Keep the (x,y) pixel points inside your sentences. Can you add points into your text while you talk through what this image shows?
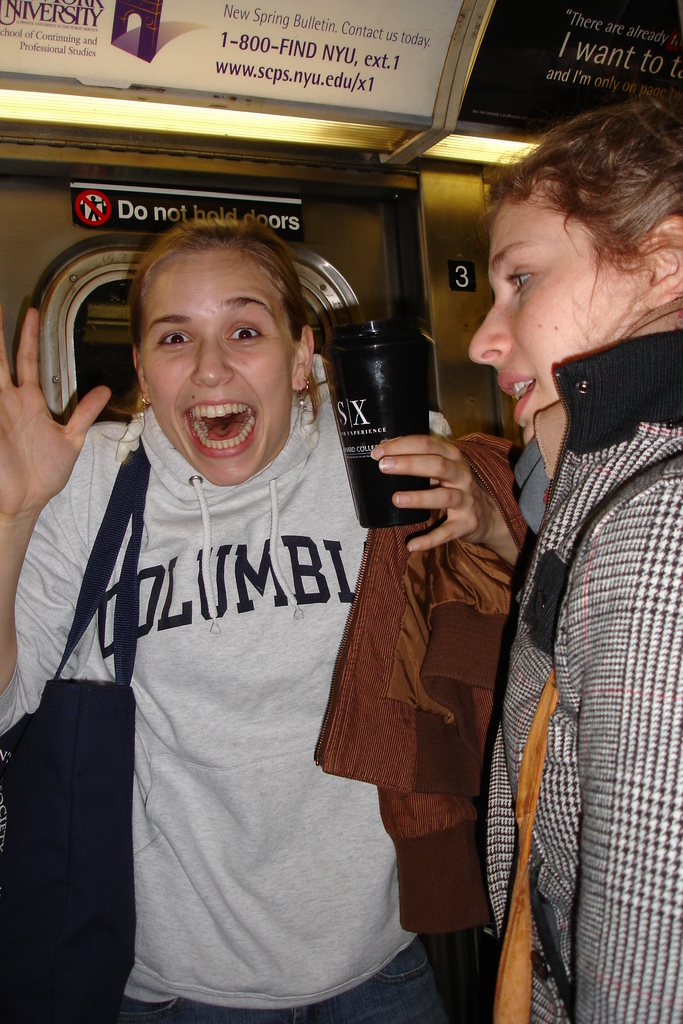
In this image, we can see people (255,329) and are wearing bags (526,763) and one of them is holding an object (360,481) and a coat (392,570). In the background (95,186), there boards (226,68) and we can see some text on them.
